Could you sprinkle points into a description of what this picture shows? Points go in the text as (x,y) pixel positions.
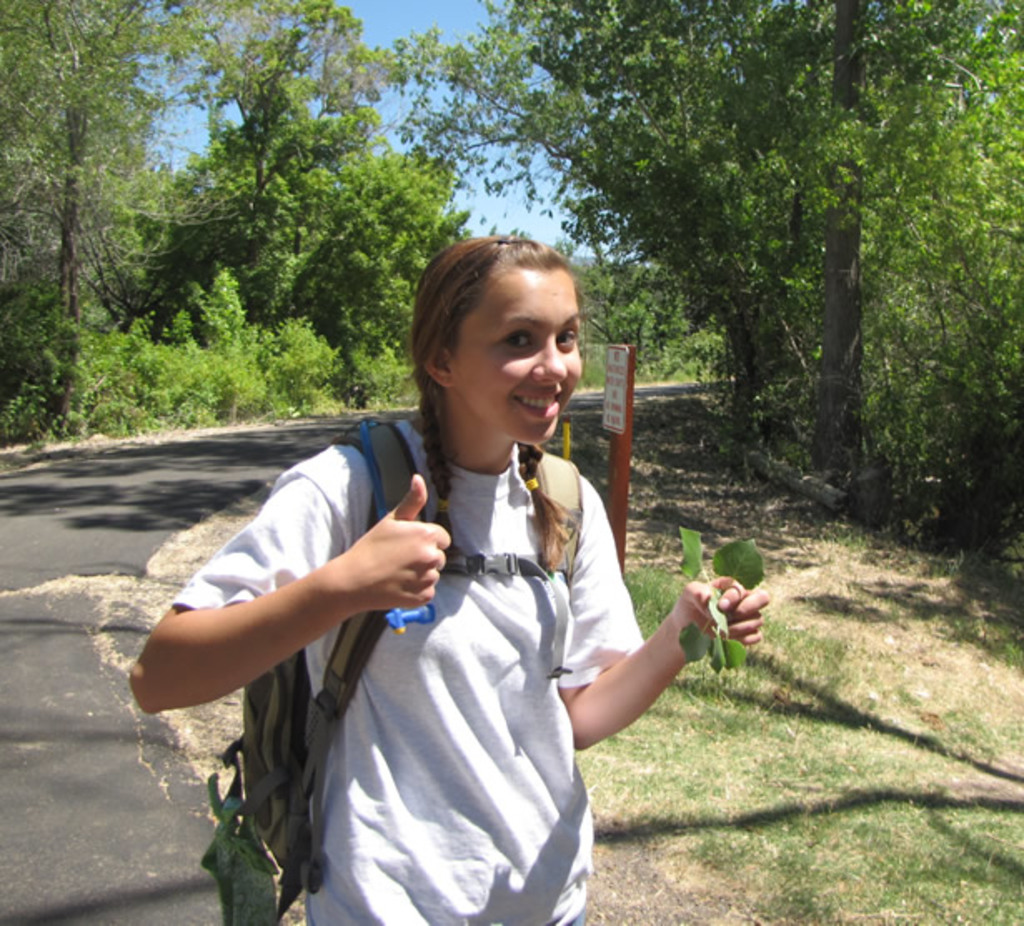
In this image I can see the person (464,730) wearing the white color dress (400,725) and the bag (286,764). The person (253,648) is on the road (36,601). To the side of the person (356,493) I can see the board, many trees (103,11) and the sky (412,16).
